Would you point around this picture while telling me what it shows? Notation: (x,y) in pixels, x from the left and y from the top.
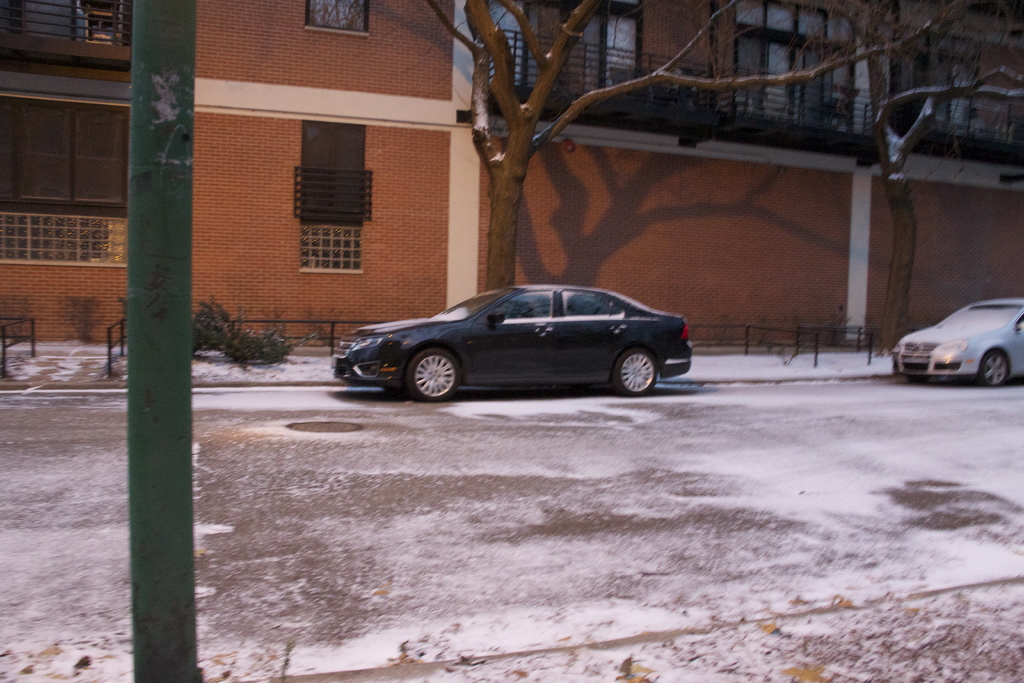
In this picture we can see cars (633,369) on the road (607,463), pole (179,393), trees (906,226) and in the background (429,301) we can see a building (511,49) with windows (747,50).
